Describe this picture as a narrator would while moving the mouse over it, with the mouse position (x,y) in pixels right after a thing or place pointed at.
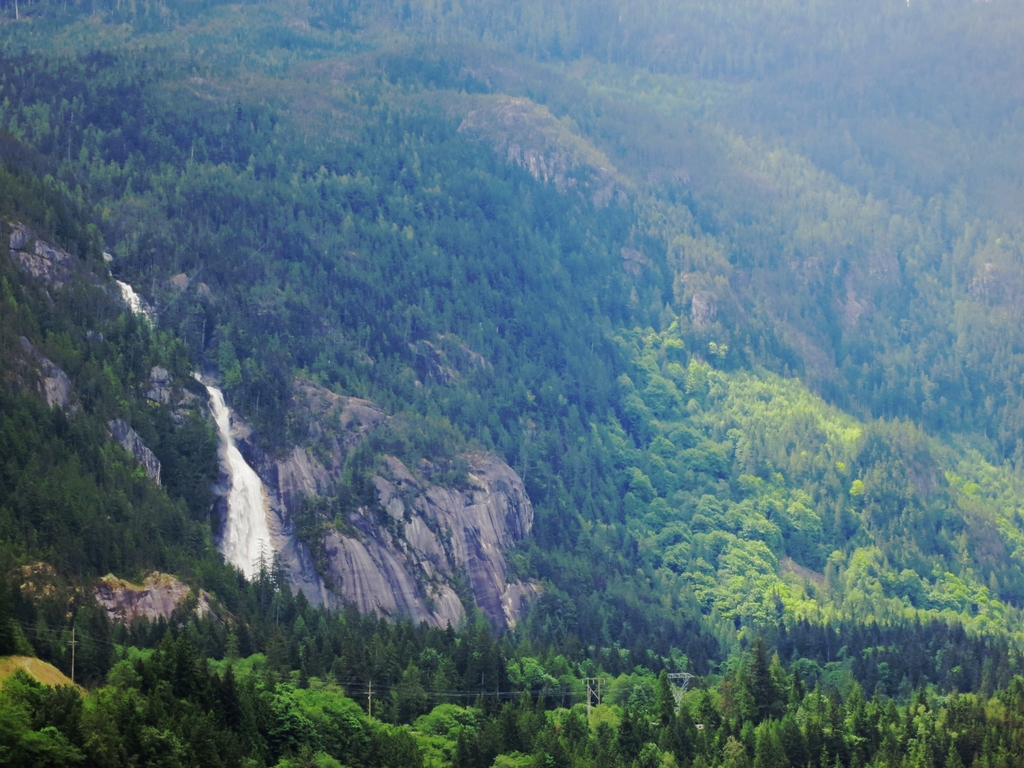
In this image, in the middle (529,403) there are trees (590,338), hills (418,483), stones (421,525), water falls (241,556).
